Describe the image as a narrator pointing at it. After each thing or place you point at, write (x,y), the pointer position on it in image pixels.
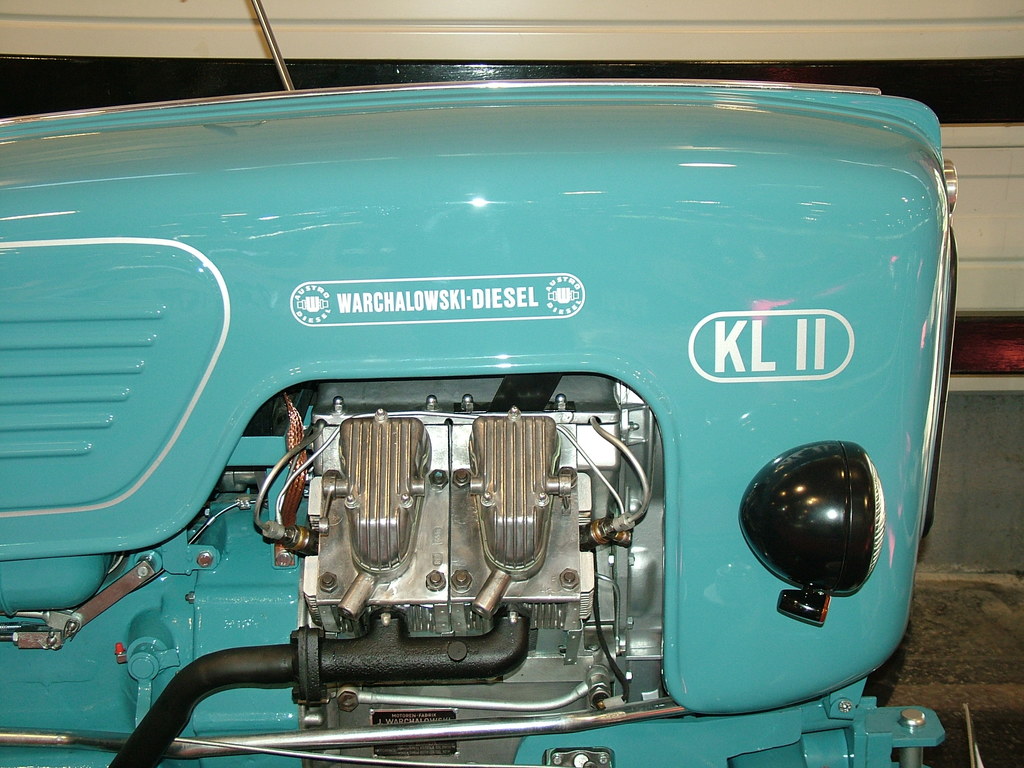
In this image this is a zoom in picture of an object (331,556) as we can see in middle of this image (460,391). There is some text (345,303) written in white color on top of this image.
